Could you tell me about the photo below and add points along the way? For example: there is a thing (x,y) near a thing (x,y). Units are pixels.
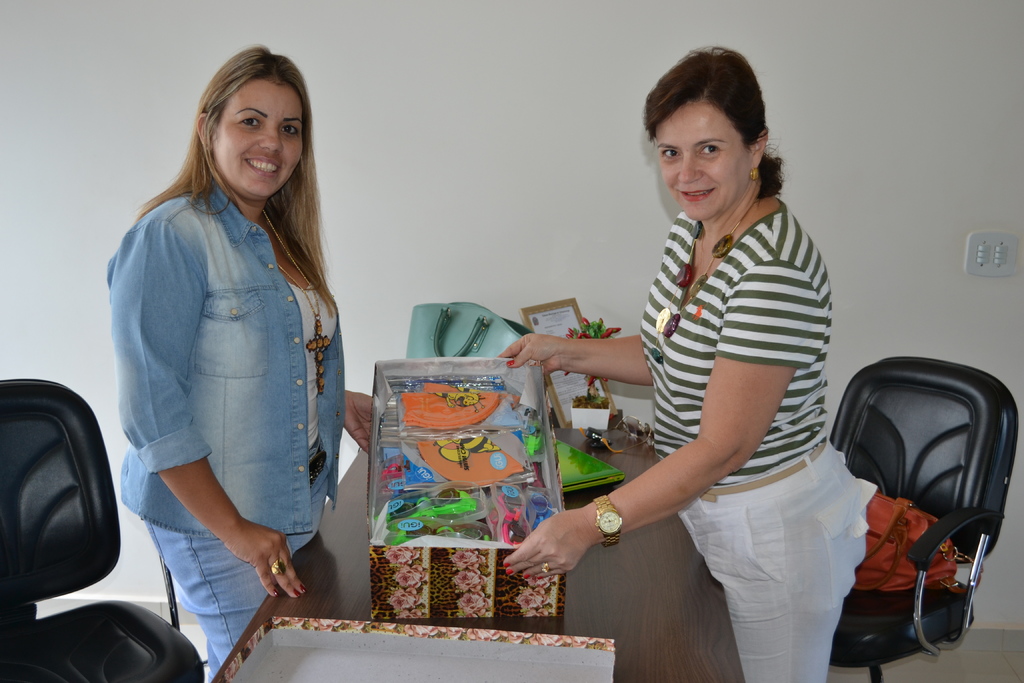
This is a picture taken in a room (426,360), there are two women (249,401) standing on a floor (961,670) in front of this women (717,435) there is a table (642,588) on the table (651,613) there is a toys (455,515) with boxes (455,580) and a bag (446,336). Background of this people (584,358) is a white wall (438,215). To the women's (334,410) left (50,518) and right side (898,464) there are the chairs (929,490).
